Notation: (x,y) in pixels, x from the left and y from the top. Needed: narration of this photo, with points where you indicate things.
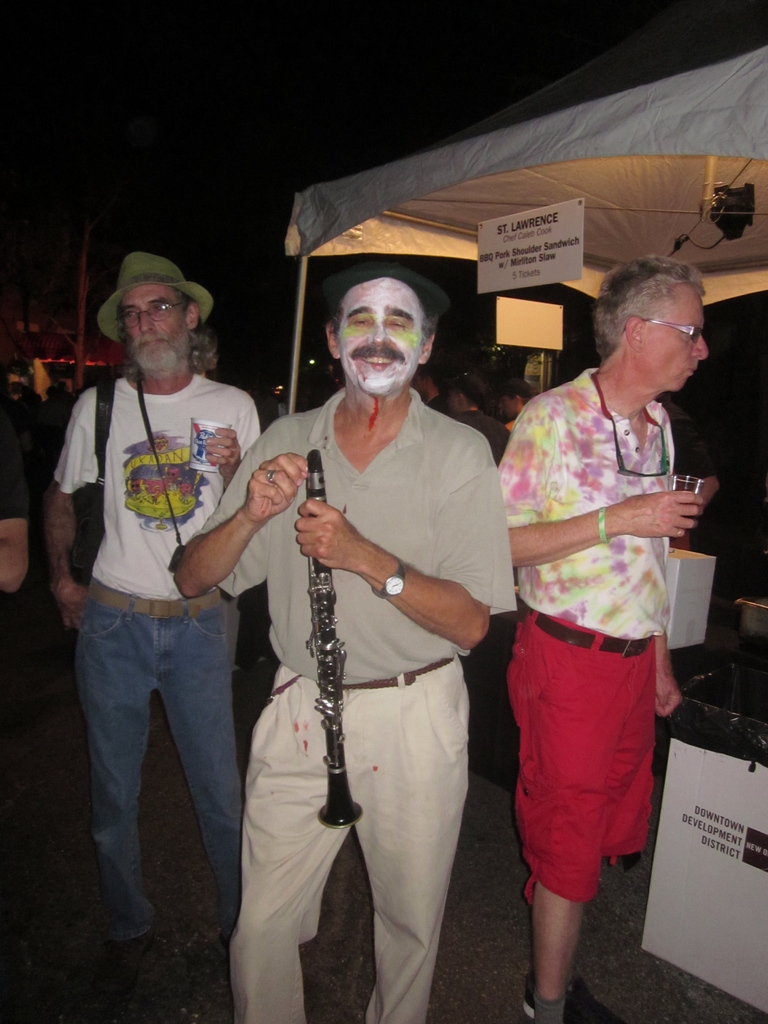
In this picture we can see three men (165,566) standing on the ground (58,801) where two are holding glasses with their hands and a man (265,500) holding a clarinet (317,604) with his hand (265,471) and smiling and at the back of them we can see a tent (756,88), name boards (562,230), some objects (537,360) and some people (426,371) and in the background (90,317) it is dark.
